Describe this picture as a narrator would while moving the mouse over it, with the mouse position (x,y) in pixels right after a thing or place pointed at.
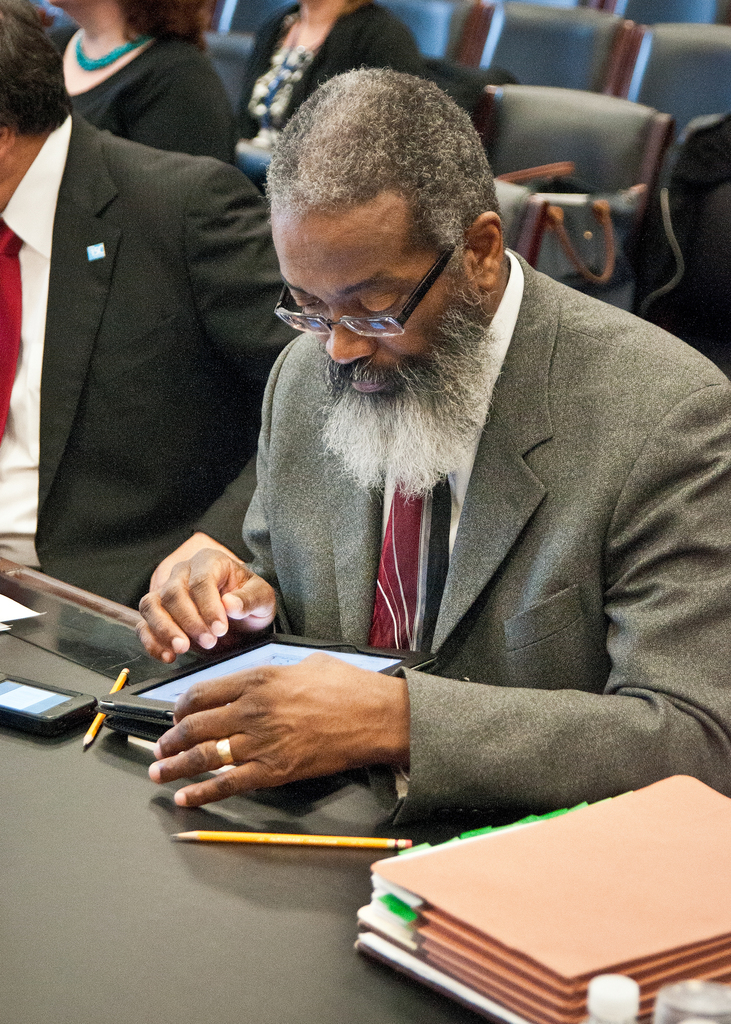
In this image, we can see a person (554,494) in a suit (530,517) is sitting and seeing towards ipad (284,656). Here there is a black table (290,914), few things (257,664) and objects (690,982) are placed on it. Background (225,1) we can see few people (15,444) and chairs (509,218).
